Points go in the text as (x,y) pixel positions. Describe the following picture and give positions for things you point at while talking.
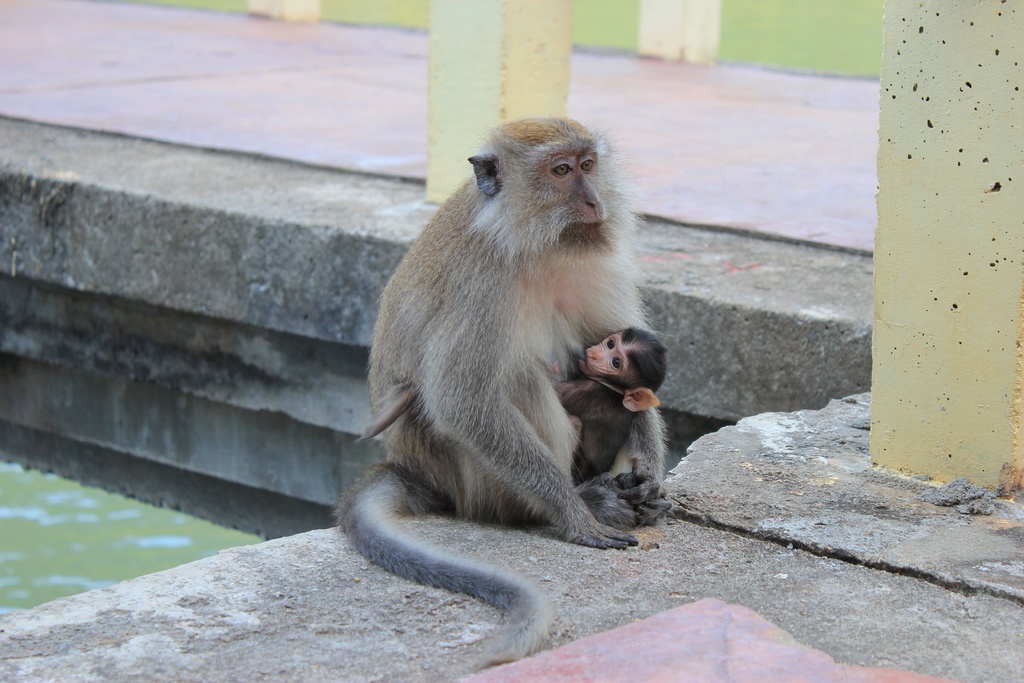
In the center of the image (496,275) there are monkeys (499,479) sitting on the floor (417,634). In the background (861,346) there are pillars (939,204) and wall (47,268).
